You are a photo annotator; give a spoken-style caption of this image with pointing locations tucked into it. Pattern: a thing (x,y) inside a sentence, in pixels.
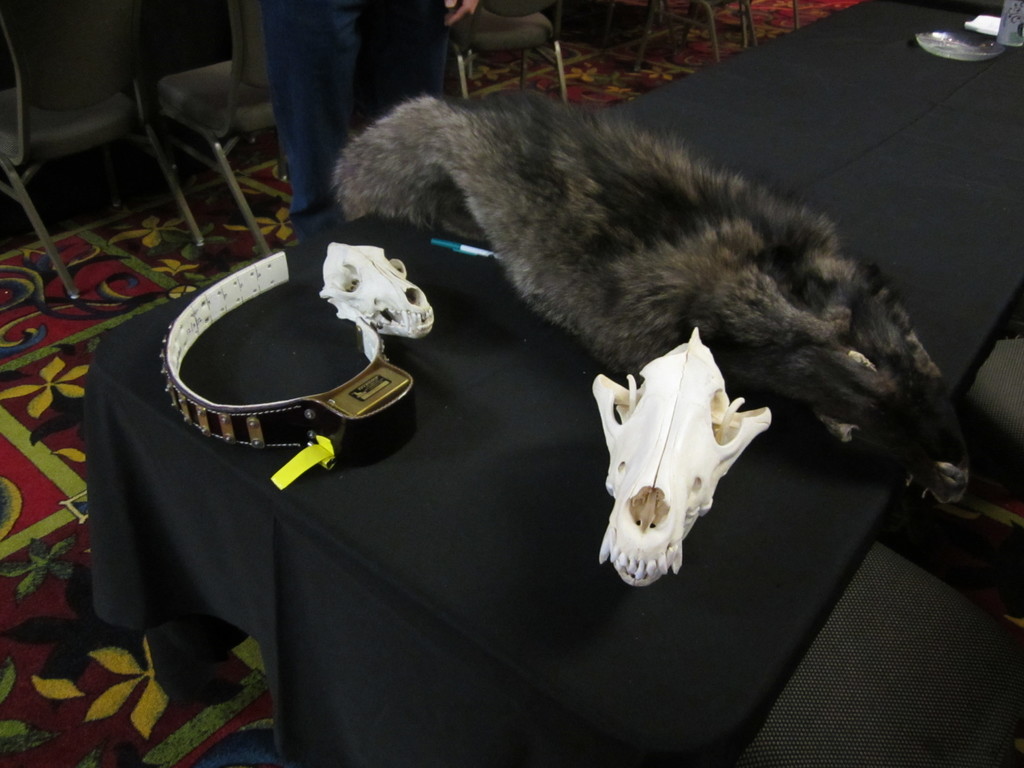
In this image there is one table (866,86) that table (407,534) is covered with black cloth (834,54) and on the table (433,452) there is one animal skin (670,308) beside that animal skin (508,219) there are two skull bones (627,409). On the left side of the table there is one belt (229,411) on the center of the image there is one person (321,35) who is standing. Behind that person (290,58) there are some chairs (212,92) and then there is one red carpet (207,202).
